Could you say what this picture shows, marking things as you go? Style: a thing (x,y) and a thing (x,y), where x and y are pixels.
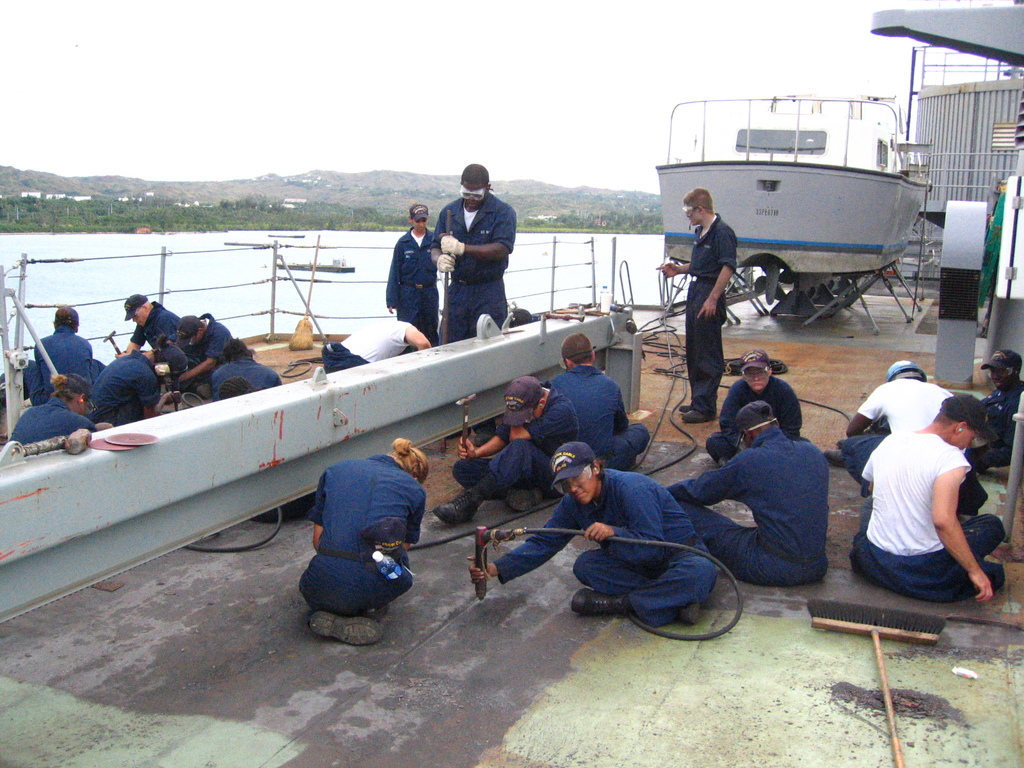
In the given picture, we can see a group of people (978,560) sitting, holding an iron metal tools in the hand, after that we can see a few people (482,188) standing, next we can see the water (370,271), a few trees (388,213) and the mountain (358,185).
